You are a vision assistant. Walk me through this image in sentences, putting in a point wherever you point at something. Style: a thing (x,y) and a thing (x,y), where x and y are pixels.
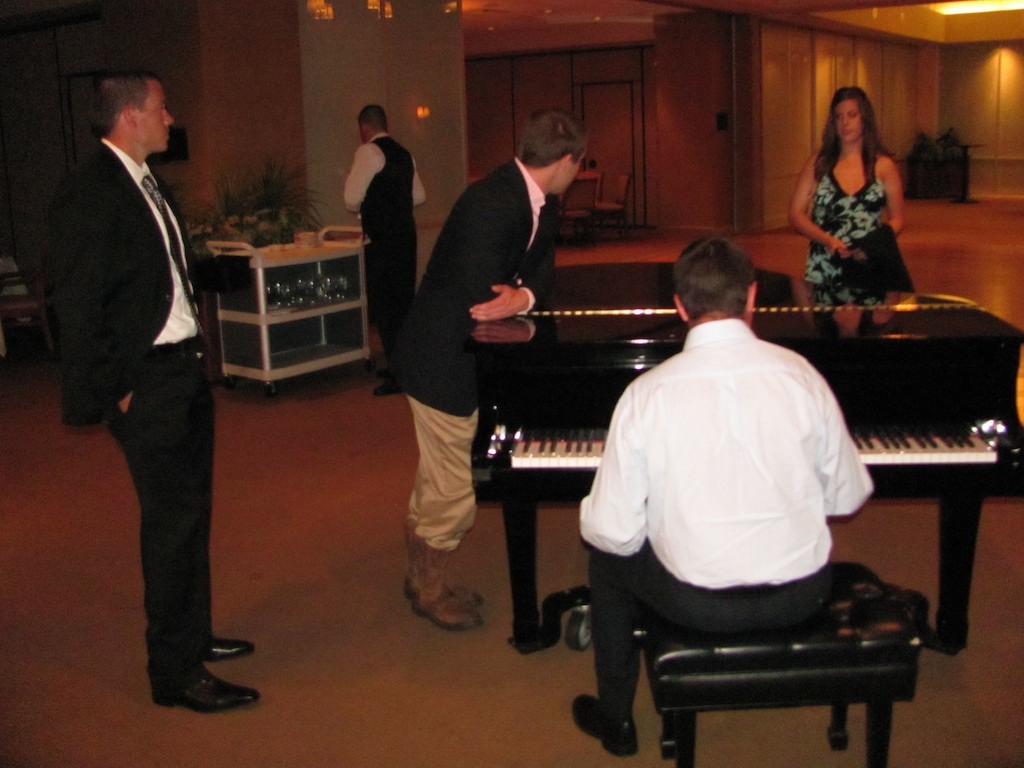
there are four people (396,330) Standing and one person (739,536) is sitting and playing piano (519,514).
